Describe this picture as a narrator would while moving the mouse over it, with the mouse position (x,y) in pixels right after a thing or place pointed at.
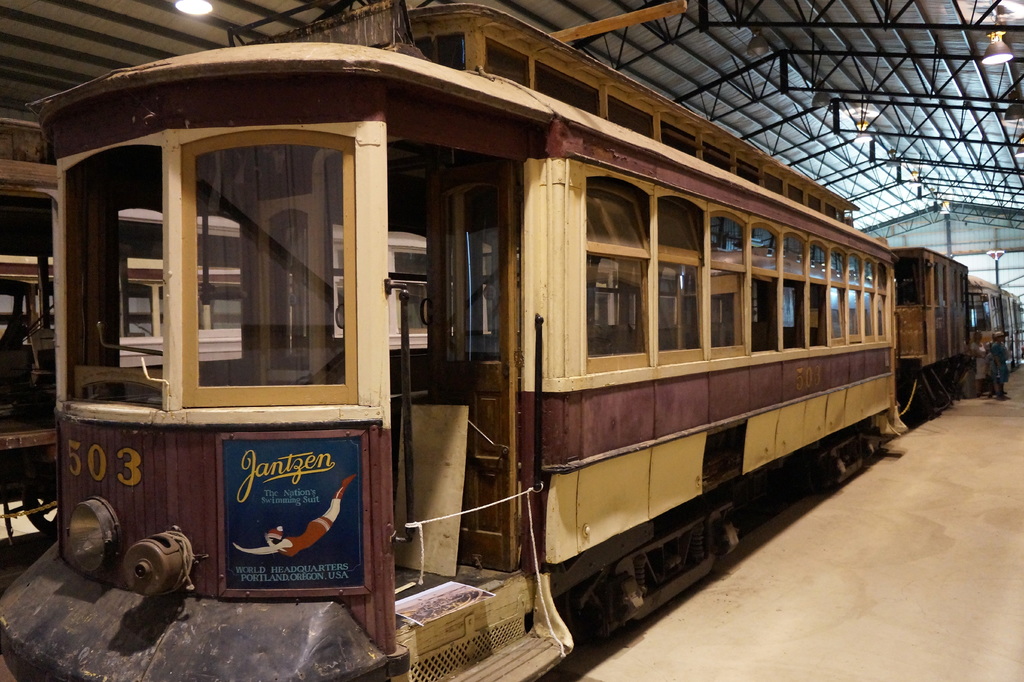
There is a train (875,240) on the railway track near the platform (940,596). In the background (2,154), there is another train (2,192) and there are lights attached to the roof (844,38).
